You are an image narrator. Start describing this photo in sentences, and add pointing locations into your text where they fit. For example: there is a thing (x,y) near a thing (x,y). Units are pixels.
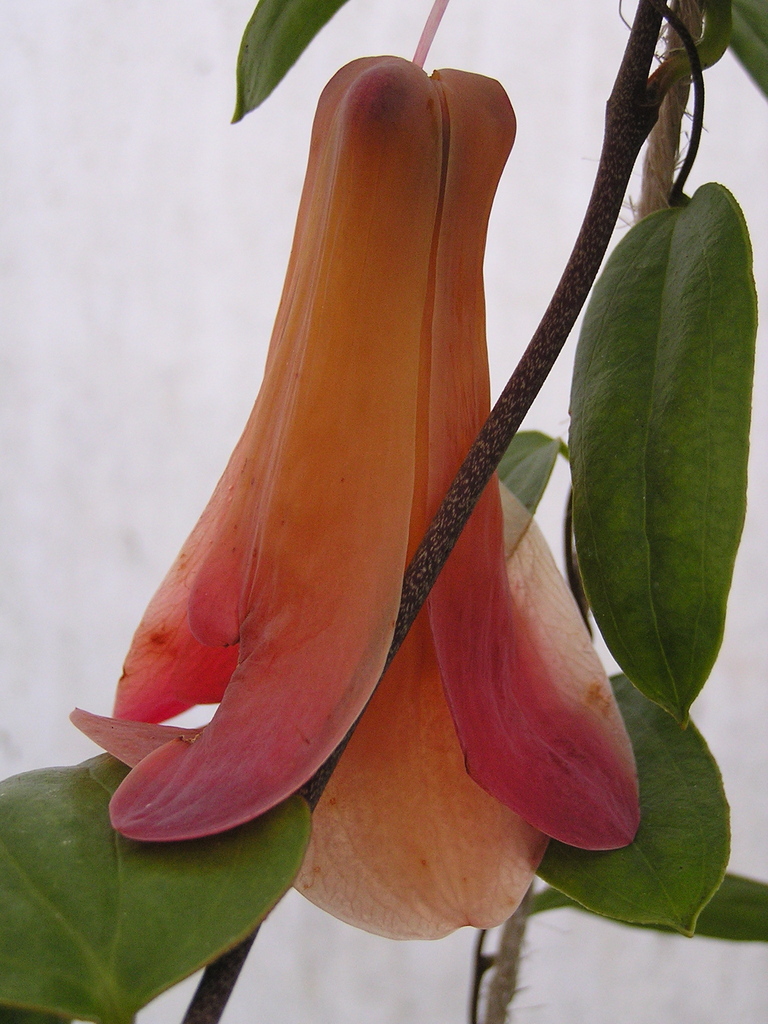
In this picture we can see a flower (295,330), stem (416,604) and leaves (674,289). In the background (519,116), the image is not clear.
